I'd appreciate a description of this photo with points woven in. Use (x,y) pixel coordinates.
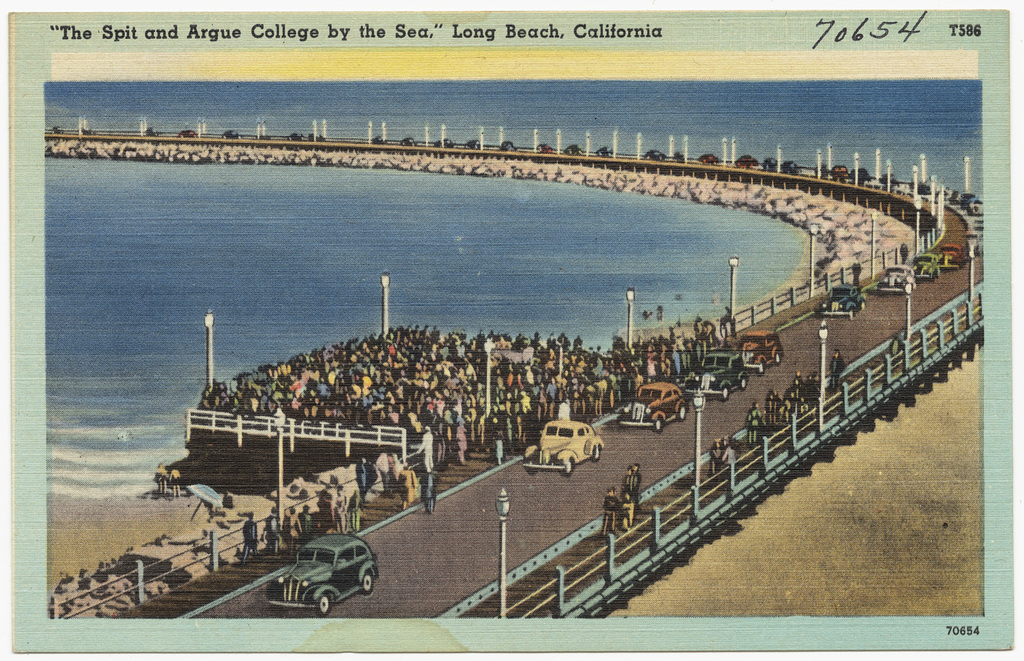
This is a postcard. In this image we can see a group of people (527,406), cars (347,546), electric light poles (501,506), road (614,446), bridge (572,592), water (686,279) are there. At the top of the image (375,34) some text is present.
